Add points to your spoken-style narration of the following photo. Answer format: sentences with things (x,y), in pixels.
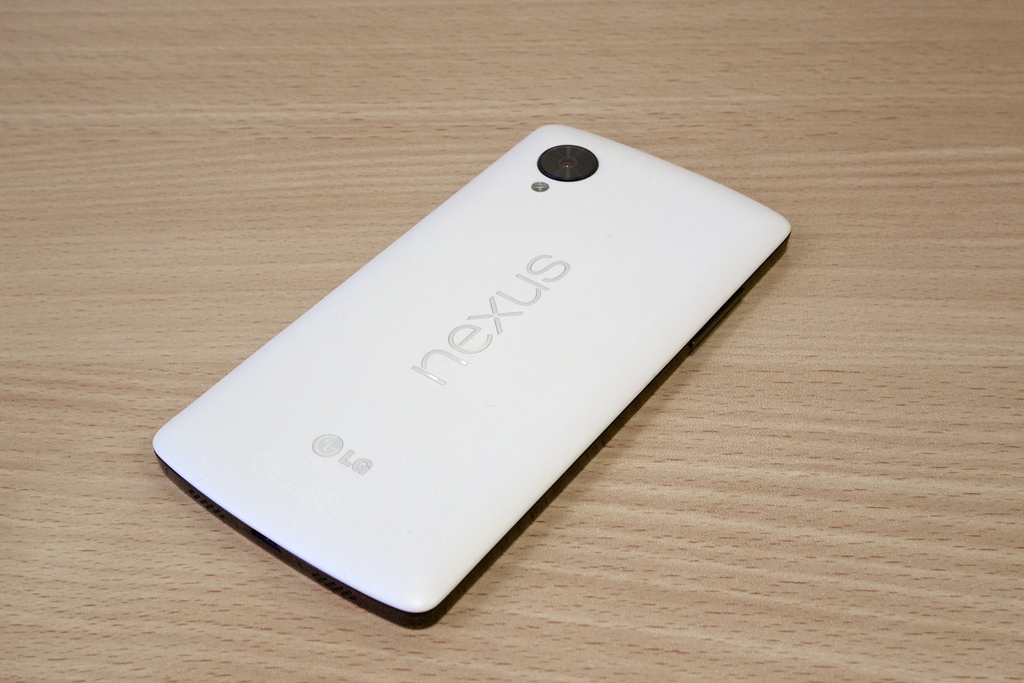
In this image there is the backside (609,365) of the mobile (573,366) which is white in colour with some text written on it.
